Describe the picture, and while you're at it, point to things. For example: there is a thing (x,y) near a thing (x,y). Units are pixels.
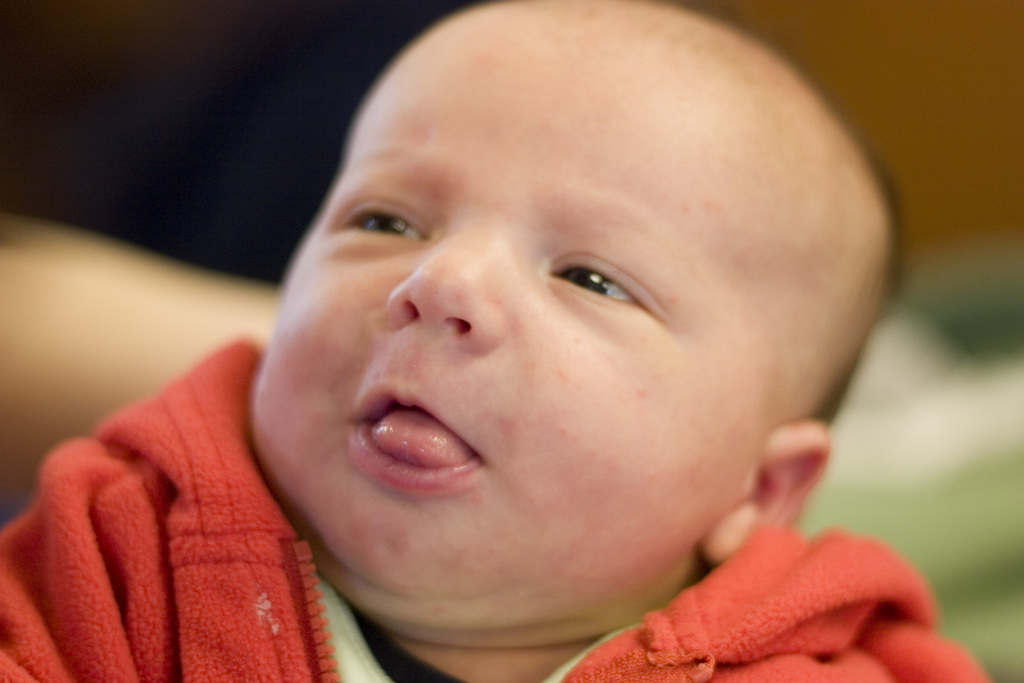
As we can see in the image in the front (526,317) there is a child (526,317) wearing red color jacket (715,624) and the background (169,113) is blurred.
